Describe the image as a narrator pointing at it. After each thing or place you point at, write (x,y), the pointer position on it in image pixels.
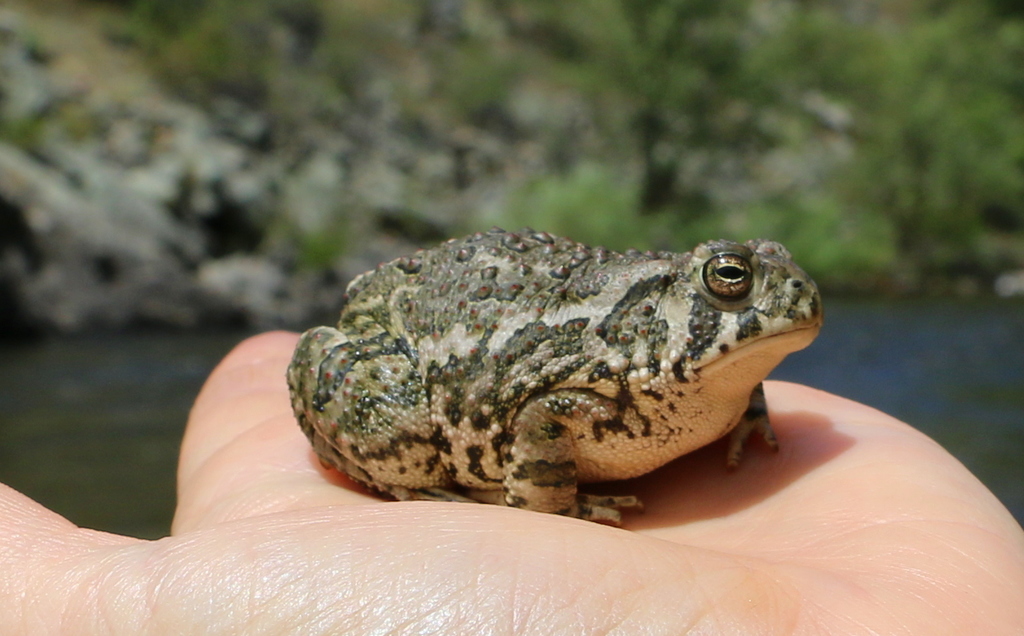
In the center of the image (515,338), we can see a frog (543,421) on a person's hand (658,496) and in the background (434,54), there are hills (844,125), trees (921,171) and there is a water (939,383).
